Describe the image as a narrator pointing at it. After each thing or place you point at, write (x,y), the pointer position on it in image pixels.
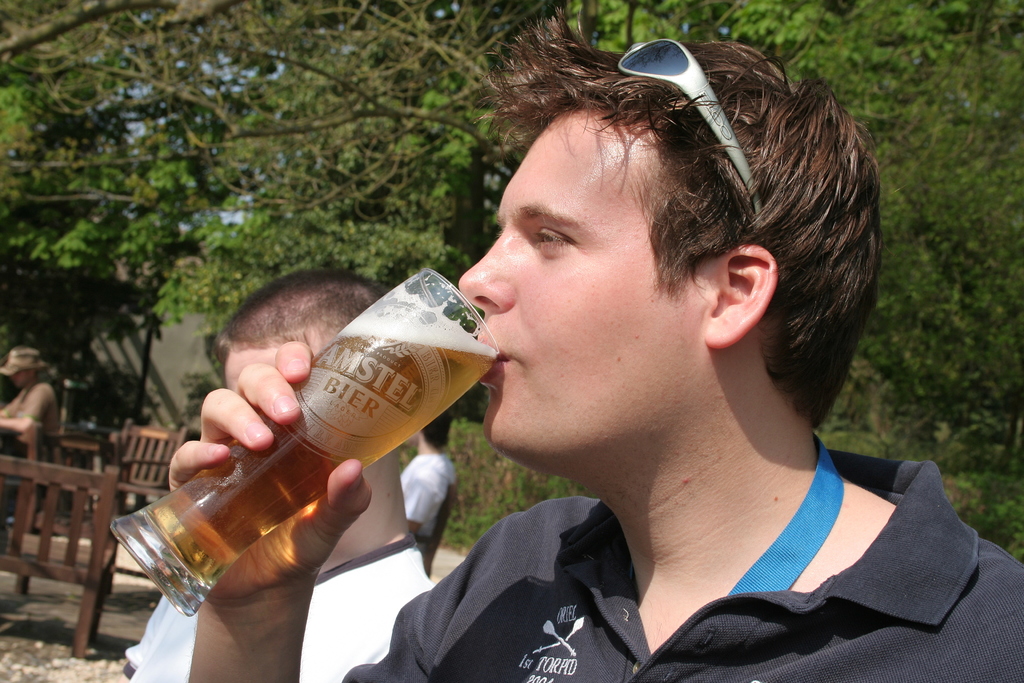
Here a man (554,622) is drinking glass (369,433) of beer (313,464). In the background (154,625) we can see few people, trees (167,238) and chairs (135,455) and table (104,430).
